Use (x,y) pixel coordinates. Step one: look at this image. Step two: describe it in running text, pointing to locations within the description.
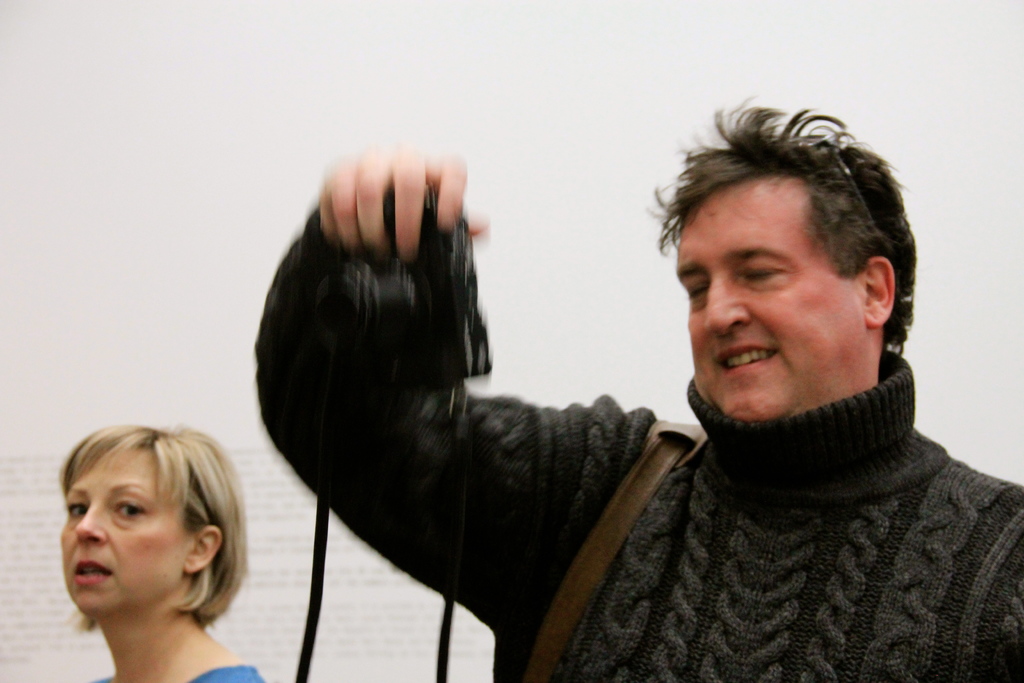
In this image we can see two persons (795,345) are standing, there a man (748,332) is wearing the sweater (887,676), beside a woman (208,497) is standing, the background (135,393) is white.
